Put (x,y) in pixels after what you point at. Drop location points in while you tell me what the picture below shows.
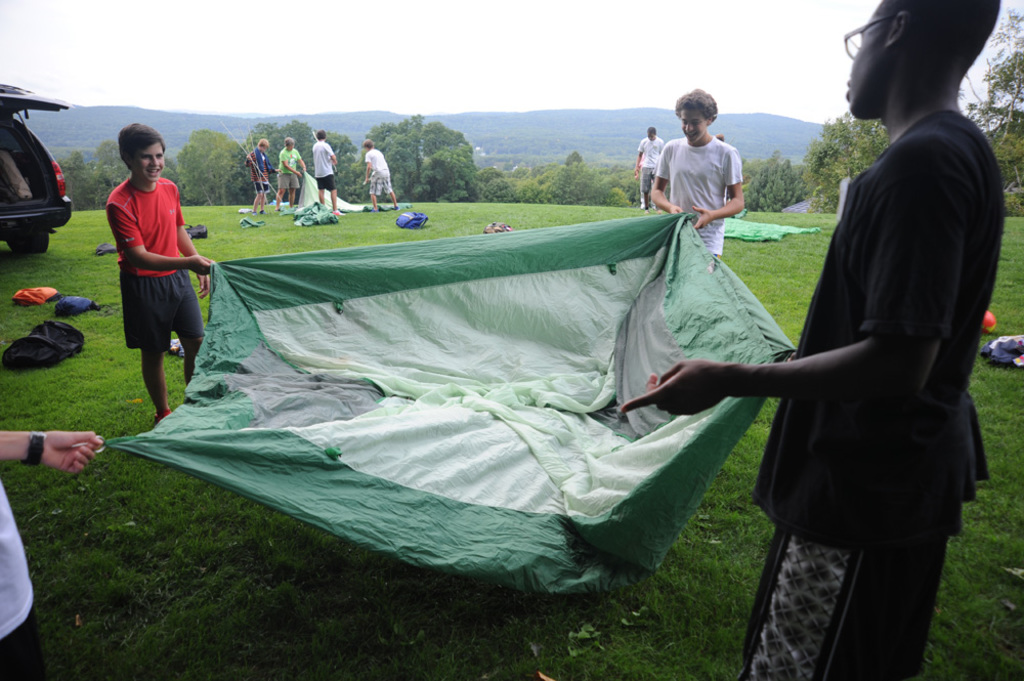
In this we can see some persons (929,471) are holding a tent (505,387). In the background of the image (556,186) we can see the hills (485,159), trees (433,161), bags (54,296), grass (51,276), car (53,208) and some persons (643,202). At the top of the image (523,75) we can see the sky (576,38). At the bottom of the image (384,560) we can see the ground (336,650).
